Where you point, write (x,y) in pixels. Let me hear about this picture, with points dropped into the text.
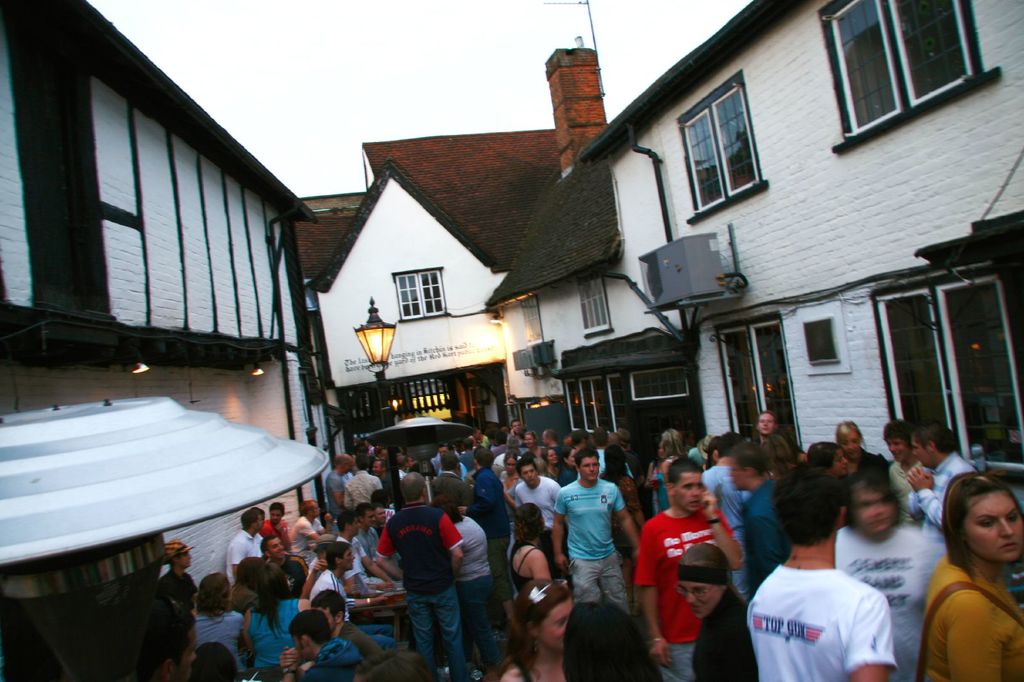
As we can see in the image there are houses (512,232), street lamp (381,356) and many people (490,533). On the top (392,78) there is sky (341,28).
